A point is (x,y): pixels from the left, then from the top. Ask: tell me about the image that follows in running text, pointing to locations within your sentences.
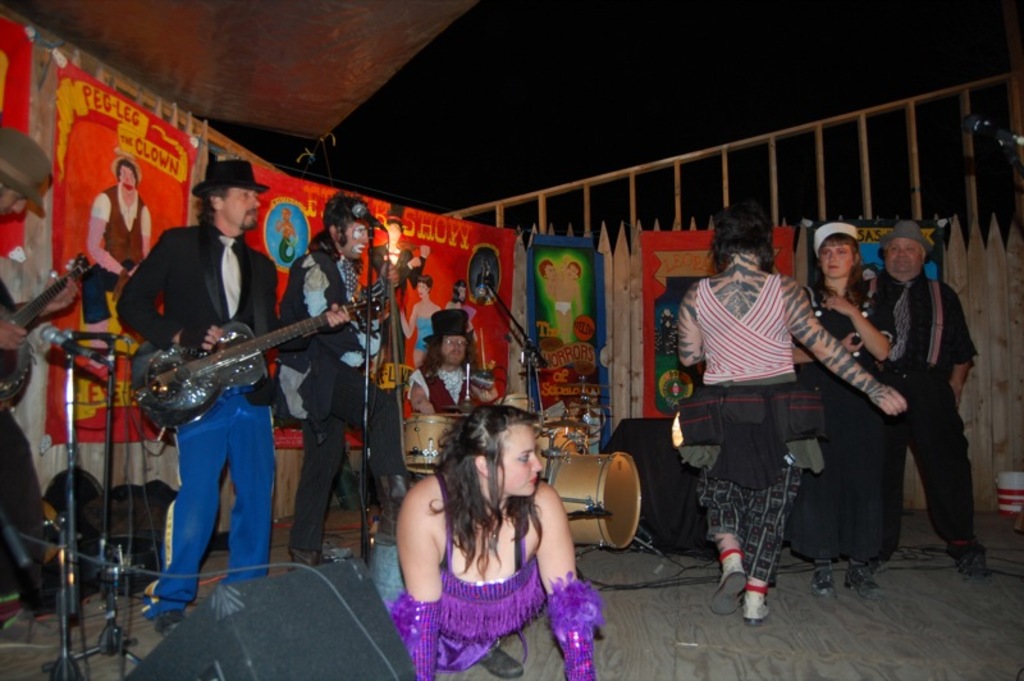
In this image there are group of persons (258,490) who are playing musical instruments (575,411) and at the bottom left of the image (301,576) there is a sound box (362,570) and at the top of the image (640,221) there is a fencing (772,161).
